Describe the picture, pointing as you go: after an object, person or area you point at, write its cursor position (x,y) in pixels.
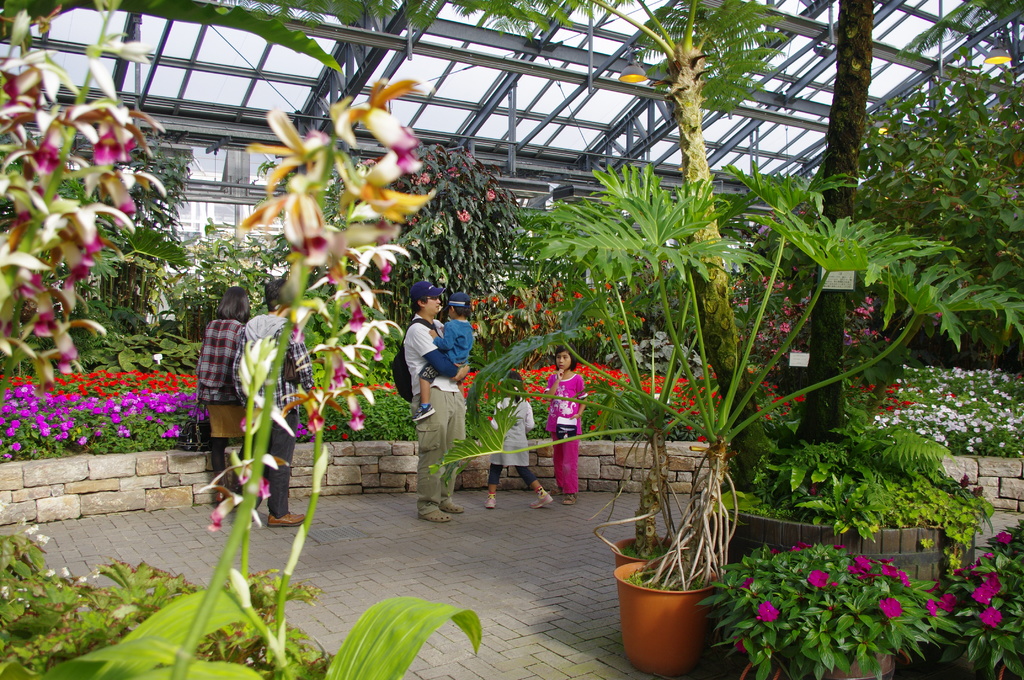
Under this shed (875,7) there are people (232,386) and plants (293,564). Plants (359,410) with flowers (363,393). This man (422,284) wore bag (398,376) and carrying a baby (459,345).
